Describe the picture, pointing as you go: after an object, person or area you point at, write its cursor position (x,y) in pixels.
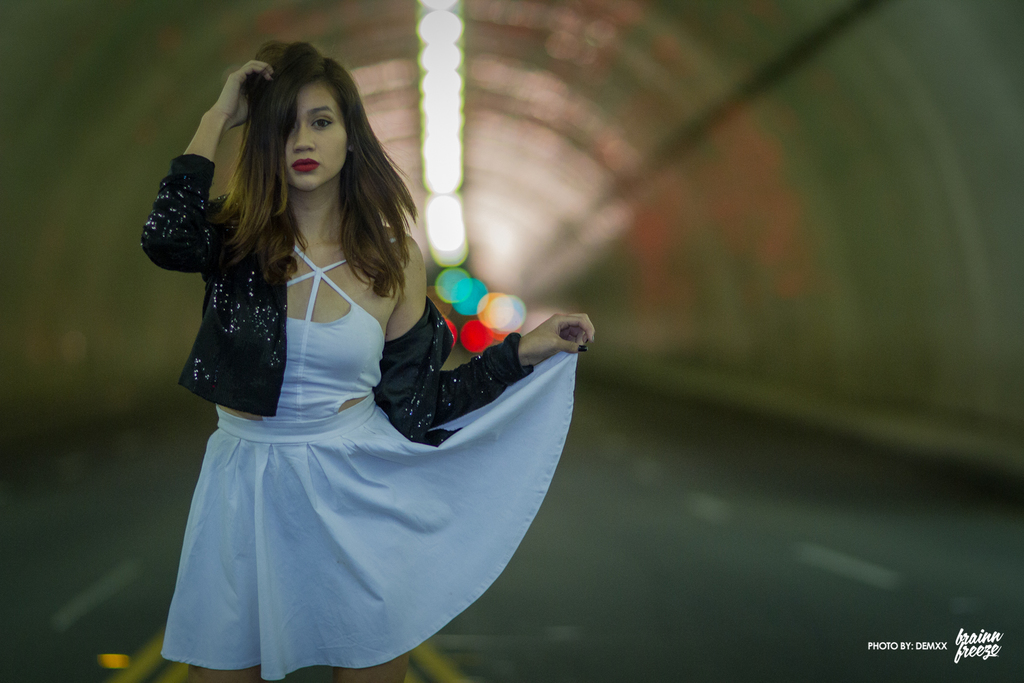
Here in this picture we can see a woman (347,297) standing on the road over there and we can see she is standing in a tunnel (998,238) and we can see lights (432,48) on the top (454,27) and she is wearing black colored coat (250,271) on her.
